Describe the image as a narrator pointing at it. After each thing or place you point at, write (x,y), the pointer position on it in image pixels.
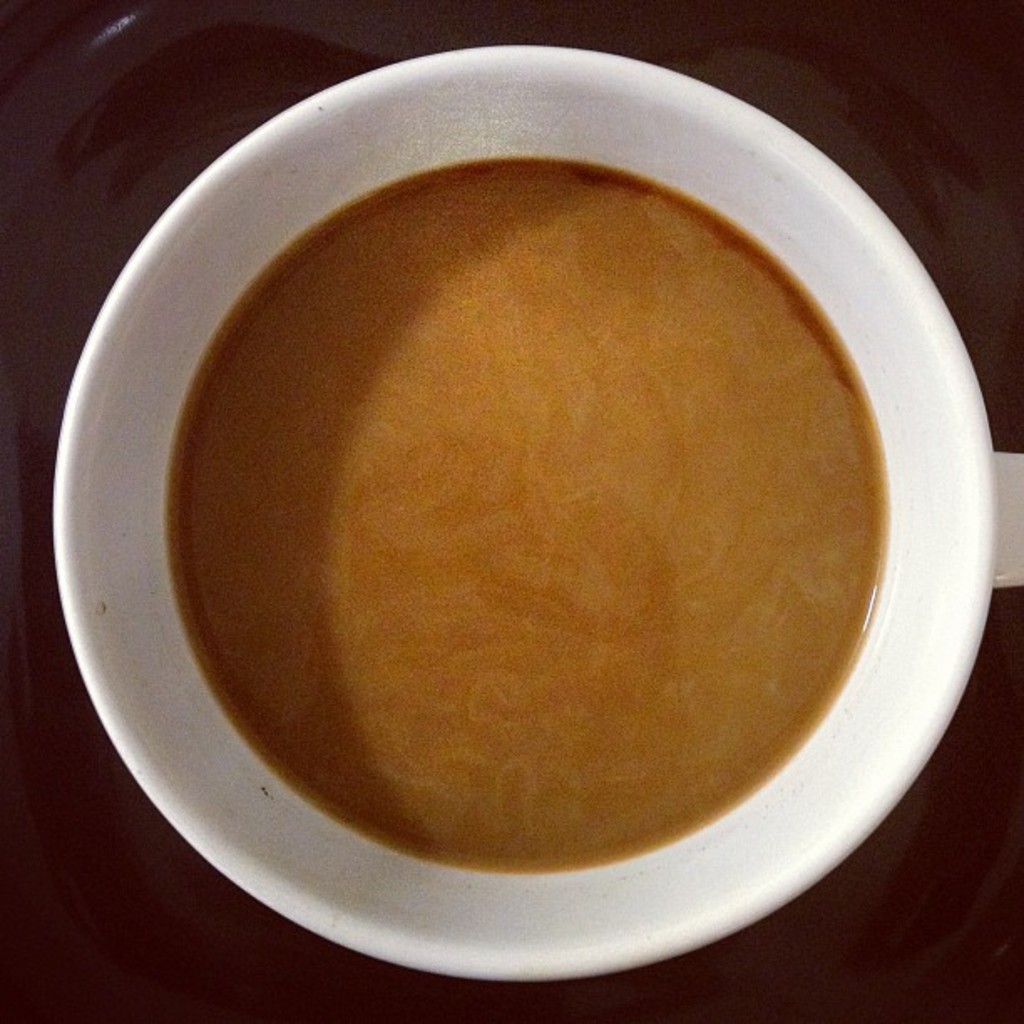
This is the tea (572,477) in a white color cup (812,226).
